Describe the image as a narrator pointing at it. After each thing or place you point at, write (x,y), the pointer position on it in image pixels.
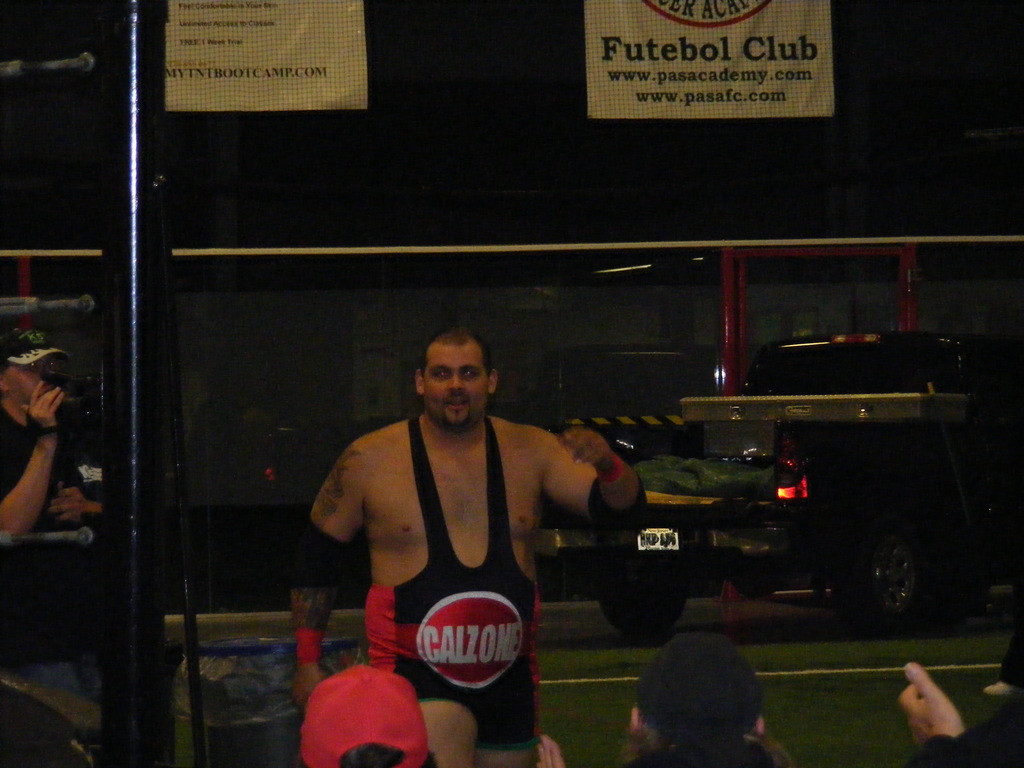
In this picture there is a man (534,611) walking and we can see boards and pole (127,705). On the left side of the image (29,343) we can see a person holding a camera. At the bottom of the image (328,767) we can see people heads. In the background of the image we can see vehicle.
